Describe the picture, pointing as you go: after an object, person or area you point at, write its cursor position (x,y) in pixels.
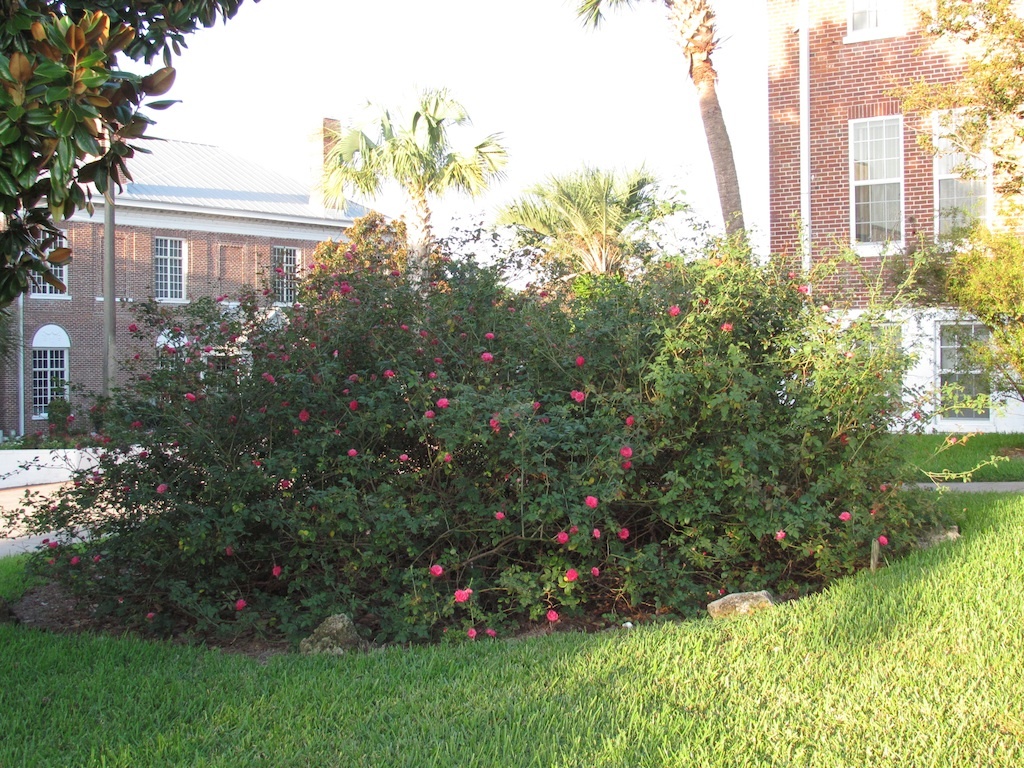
In this image there are buildings (842,188). In front of the buildings (888,127) there are plants (470,490). There are flowers (491,355) to the plants (371,446). At the bottom (313,700) there is grass (593,635) on the ground (590,643). There are trees (372,144) in the image. At the top (574,40) there is the sky (502,85).
